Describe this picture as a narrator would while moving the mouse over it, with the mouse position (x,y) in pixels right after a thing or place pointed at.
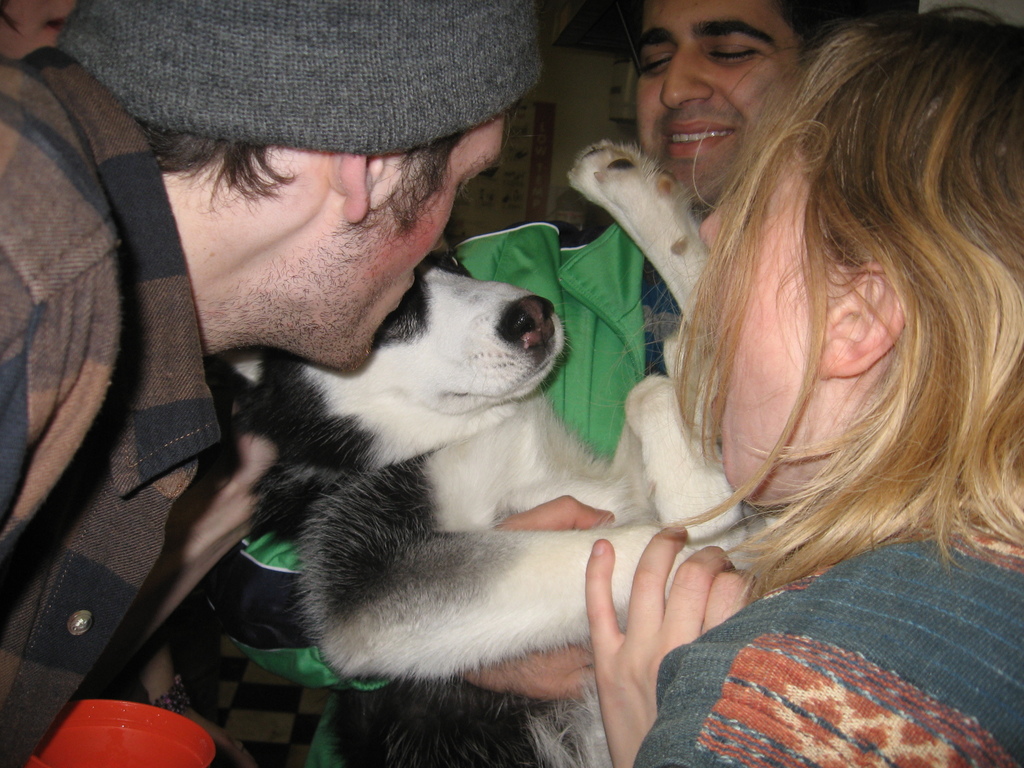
There are three people (895,338) in this picture playing with a black and white dog (481,488) held by a man (291,549) wearing a green coat (572,322).
